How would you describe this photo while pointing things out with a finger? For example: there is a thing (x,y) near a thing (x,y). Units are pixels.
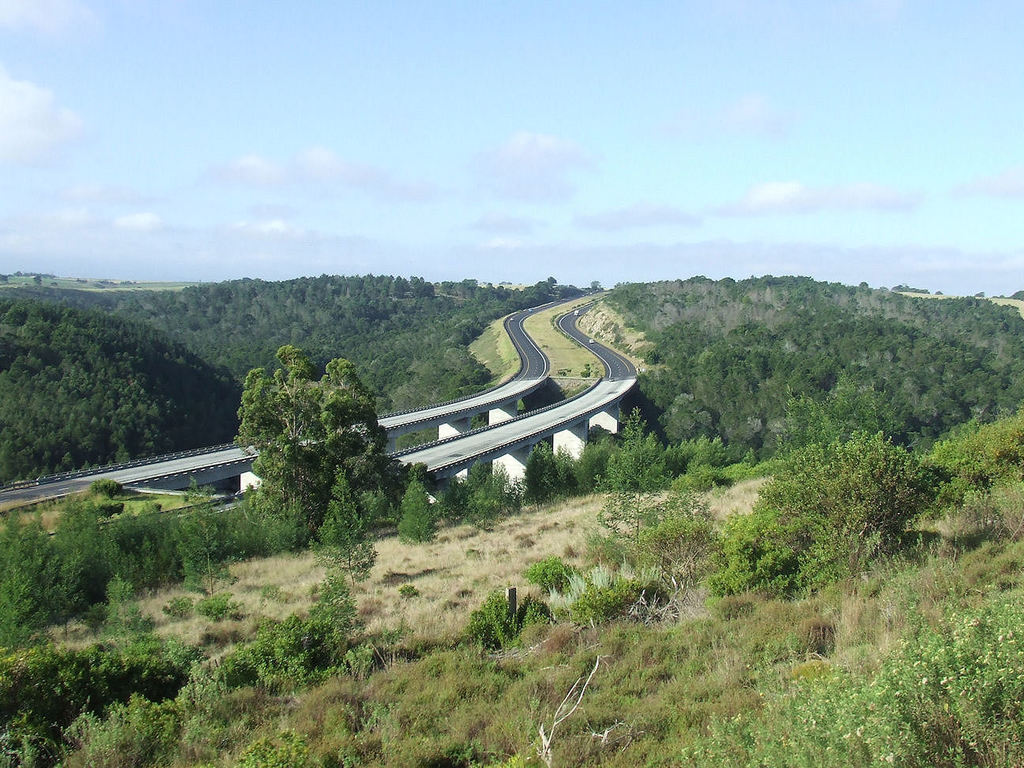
In this image there is grass (681,661) on the ground (649,630), there are trees (658,415) and the sky (539,251) is cloudy and in the center (471,407) there are roads (528,430).
